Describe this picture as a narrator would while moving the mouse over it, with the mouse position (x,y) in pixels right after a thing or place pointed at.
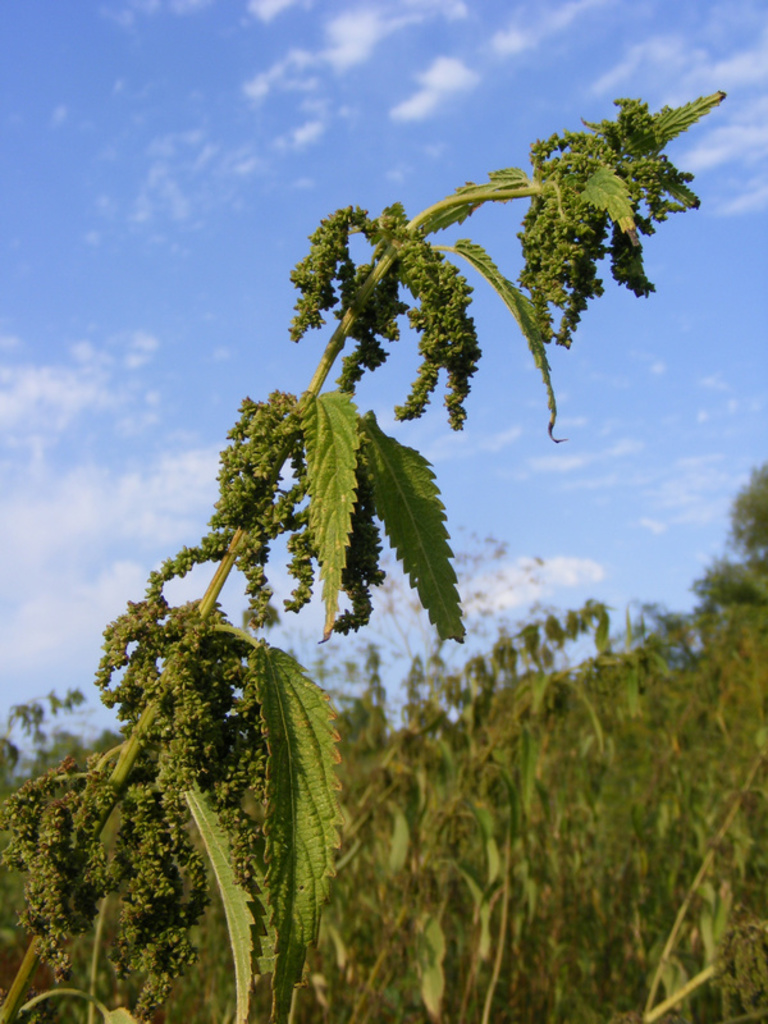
In this picture I can see there is a plant (318,538) here and it has some leaves (319,722) and there are trees (436,795) in the backdrop (436,795).
